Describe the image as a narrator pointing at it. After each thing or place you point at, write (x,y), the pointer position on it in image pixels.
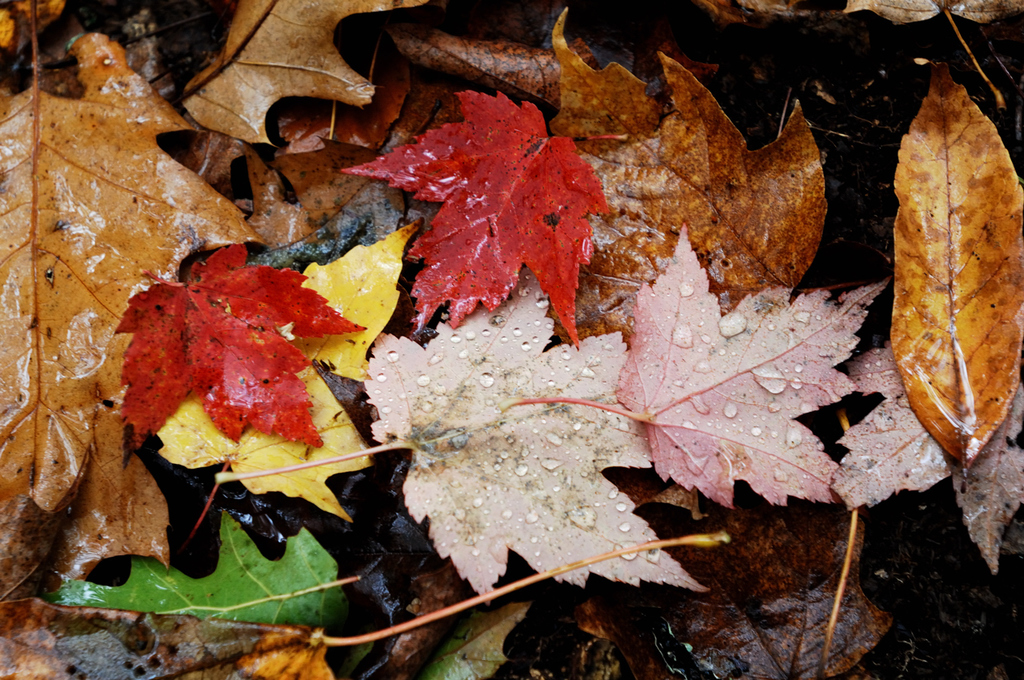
In this picture we can observe some leaves (290,357) on the ground (362,493). We can observe brown, red, pink, green and yellow color leaves (271,383).
